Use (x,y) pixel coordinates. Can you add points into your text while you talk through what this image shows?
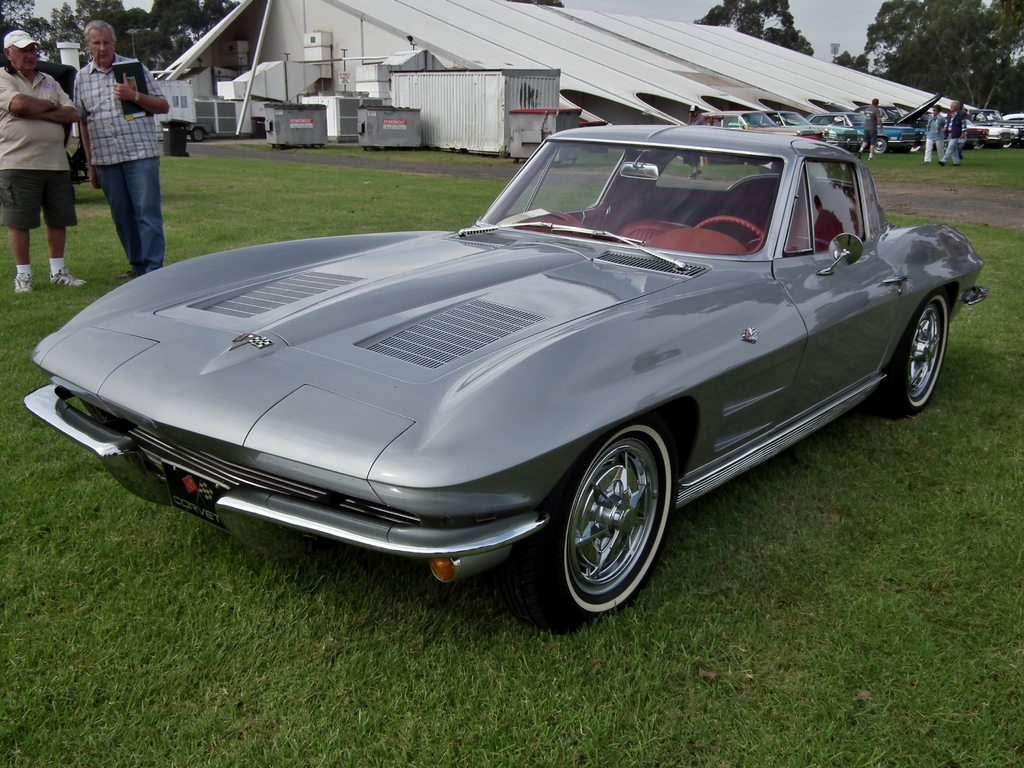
This picture is clicked outside. On the left (117,145) we can see the two persons (42,101) standing on the ground (84,274). In the center (414,399) there is a car (399,537) parked on the ground (276,645) and we can see the green grass (1000,406). In the background (616,27) there is a building (605,27) and some machines (266,128) placed to the ground (988,179) and we can see the vehicles (840,114) parked on the ground (884,162) and there are some people (933,136) walking on the ground (938,161) and we can see the sky (827,17) and trees (714,11).
